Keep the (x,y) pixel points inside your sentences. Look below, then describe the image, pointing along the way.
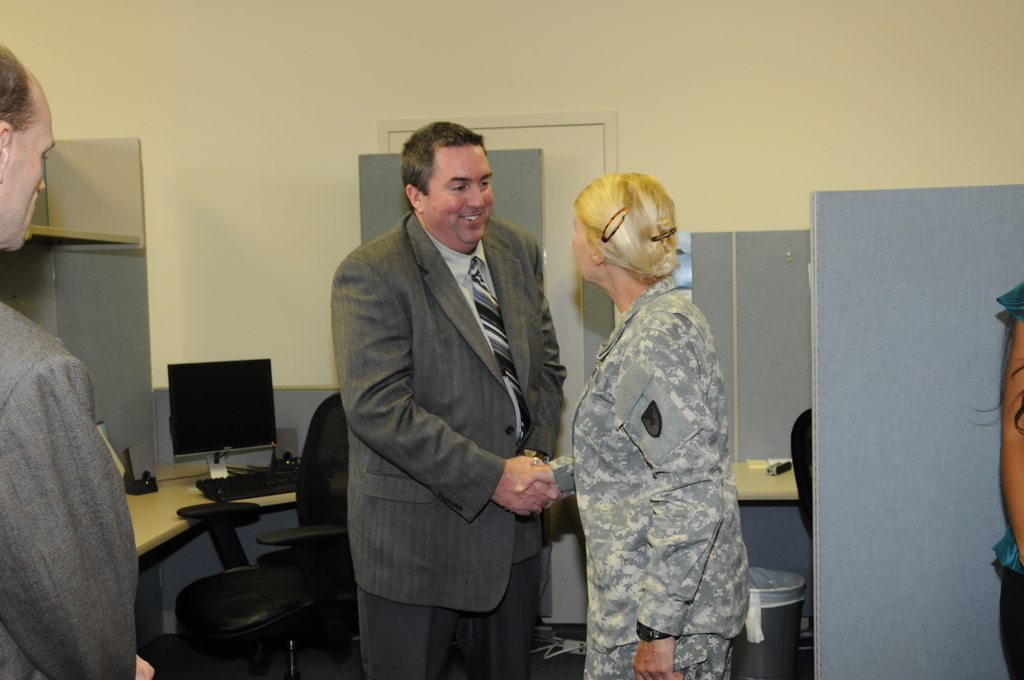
In this image in the center (490,332) there are persons (513,405) standing and shaking hands (547,473) and the man (470,389) is smiling. On the left side (13,452) there is a person (41,463) standing and in the background (207,437) there is a monitor (215,423), keyboard (257,488), there is an empty chair (239,592) and on the right side (1017,420) there is a woman (1013,403) standing and in the background (779,626) there is a dustbin (770,611), door (566,352), and there is a wall (779,70).
